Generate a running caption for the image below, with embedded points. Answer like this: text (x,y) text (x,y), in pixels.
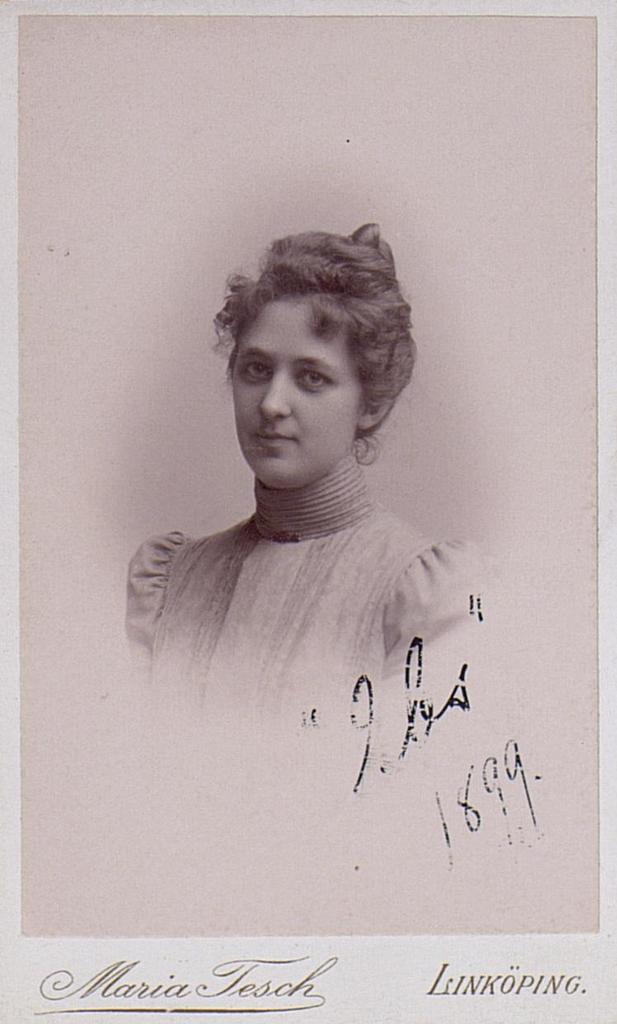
In this picture I can see a photo (192,75) of a woman (371,585) and there are words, numbers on the photo (278,809).
